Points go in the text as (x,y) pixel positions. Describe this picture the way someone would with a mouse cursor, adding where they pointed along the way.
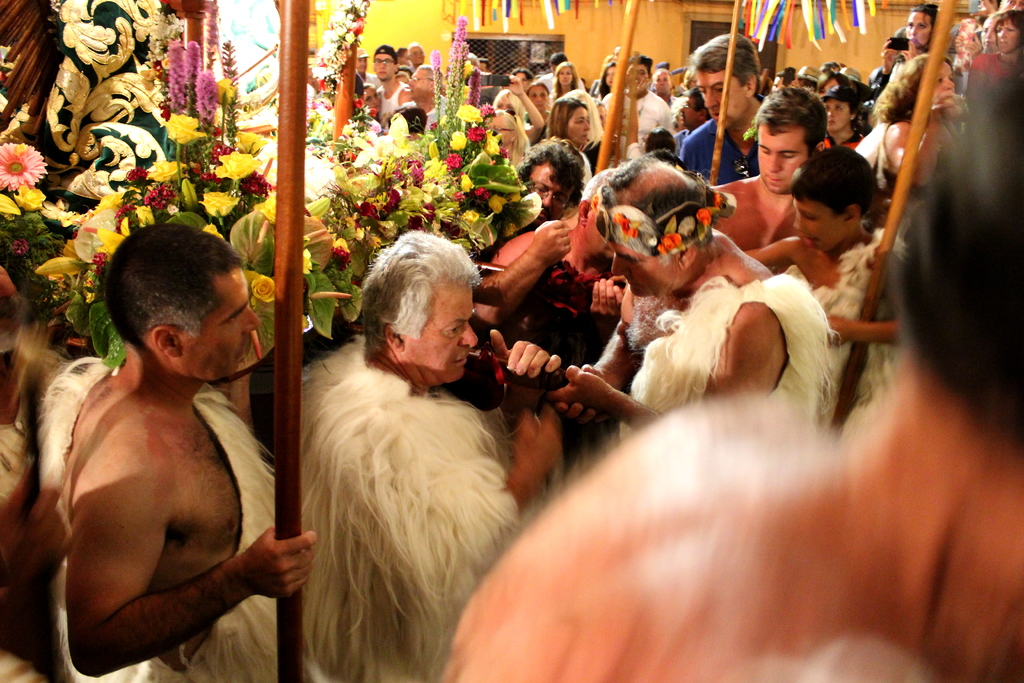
This image consists of a crowd (567,261) in costumes (415,518) in a room (655,512), flower bouquets (504,211), garlands (638,226), sticks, wall (371,50), window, door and some objects (551,300). This image is taken may be during a day.
